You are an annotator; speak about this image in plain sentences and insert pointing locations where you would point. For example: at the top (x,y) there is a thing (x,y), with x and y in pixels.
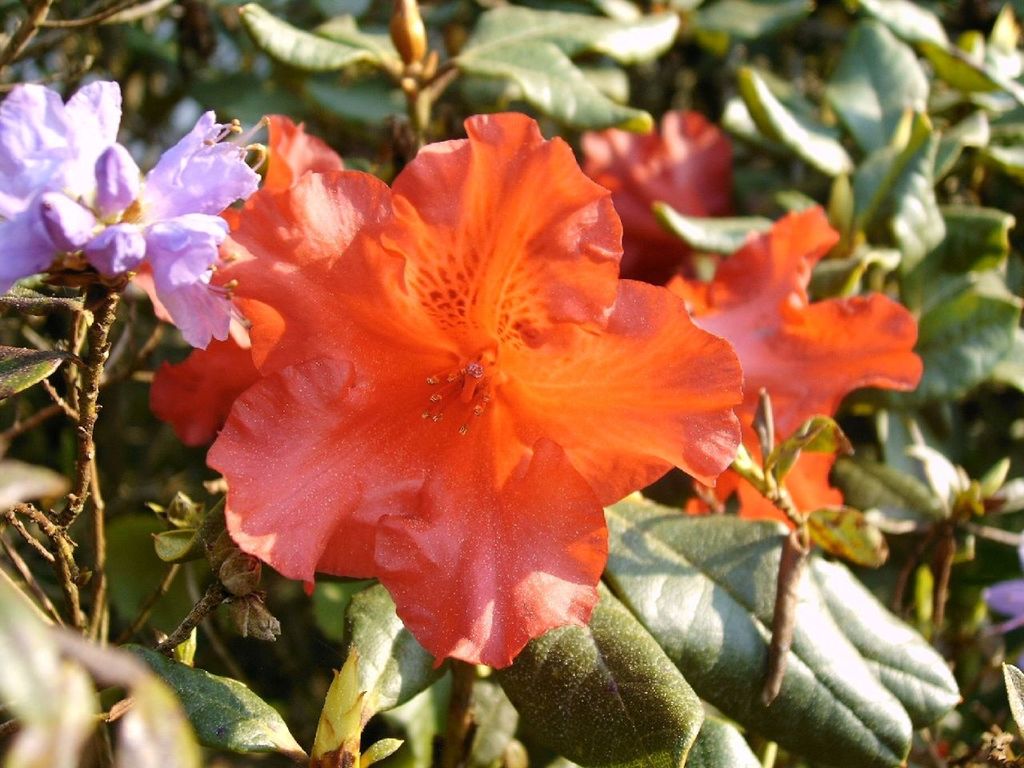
In this image there are plants (632,348) with colorful flowers (610,467).
